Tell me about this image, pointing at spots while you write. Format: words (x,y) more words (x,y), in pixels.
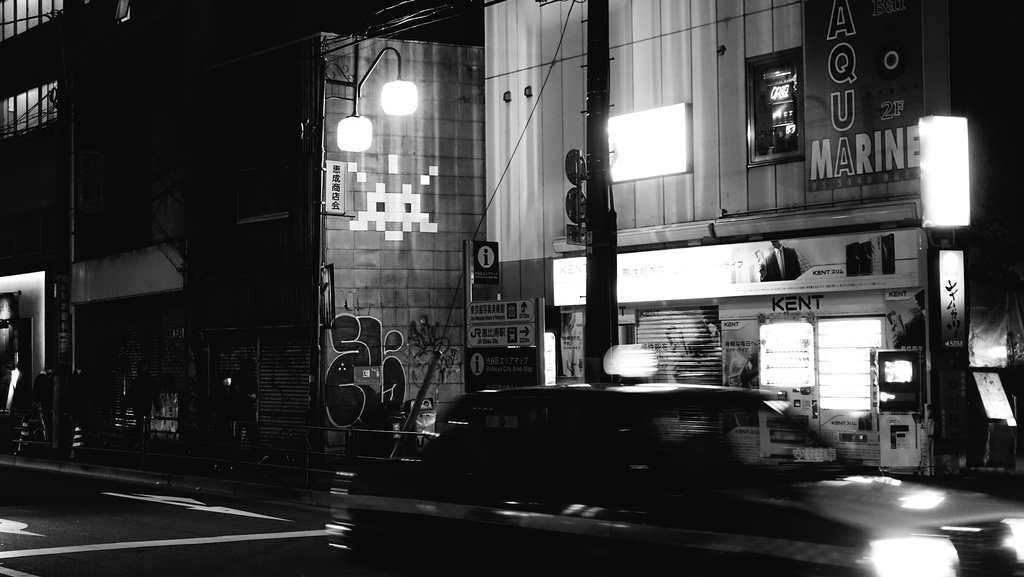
Vehicle (538,430) is moving on the road (214,516). Beside this vehicle (578,451) there are sign boards (478,327) and lights (356,134) are on pole (323,150). Buildings (390,241) with windows (11,118) and hoardings (913,118). Graffiti (382,363) is on the wall (386,345).
